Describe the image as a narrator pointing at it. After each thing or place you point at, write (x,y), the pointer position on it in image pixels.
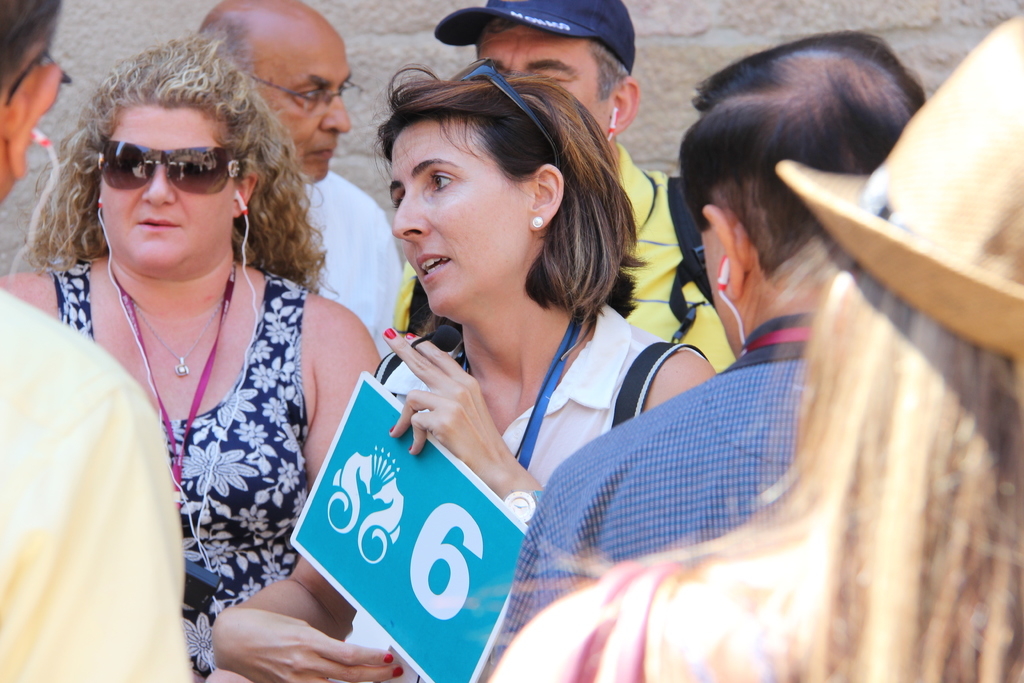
In this image I can see number of people (298,280). I can also see few of them are using earphones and I can see one of them is wearing a cap (536,26). Here I can see she is holding a board (473,561) and on it I can see something is written. I can also see she is wearing shades (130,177).
